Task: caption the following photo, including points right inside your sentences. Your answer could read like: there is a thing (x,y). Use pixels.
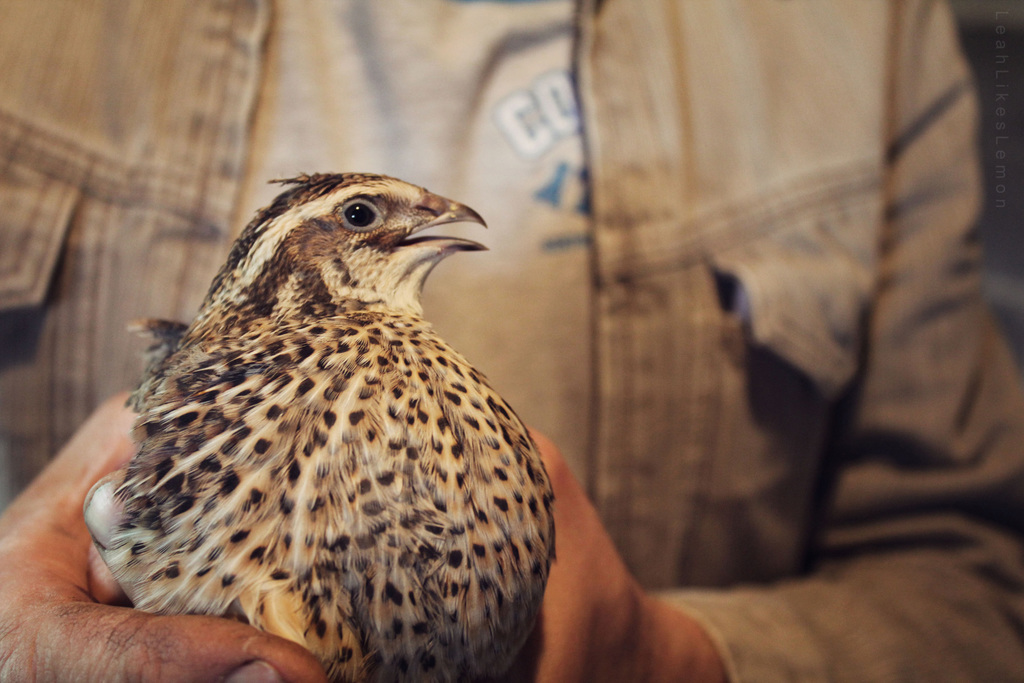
In the foreground of this image (547,586), there is a bird (413,371) holding by a person (667,560).
